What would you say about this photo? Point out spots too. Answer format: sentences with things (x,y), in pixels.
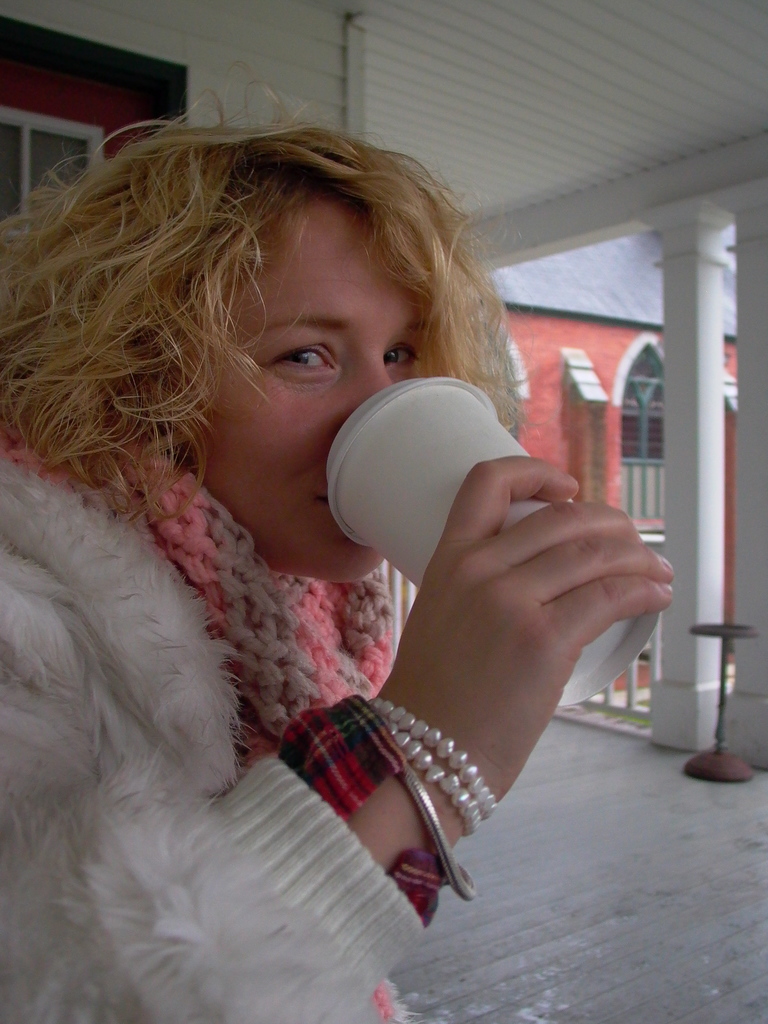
This person (78,457) is drinking juice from this cup (385,472). Back Side we can see pillars (718,496), windows (640,374) and wall (551,364).
